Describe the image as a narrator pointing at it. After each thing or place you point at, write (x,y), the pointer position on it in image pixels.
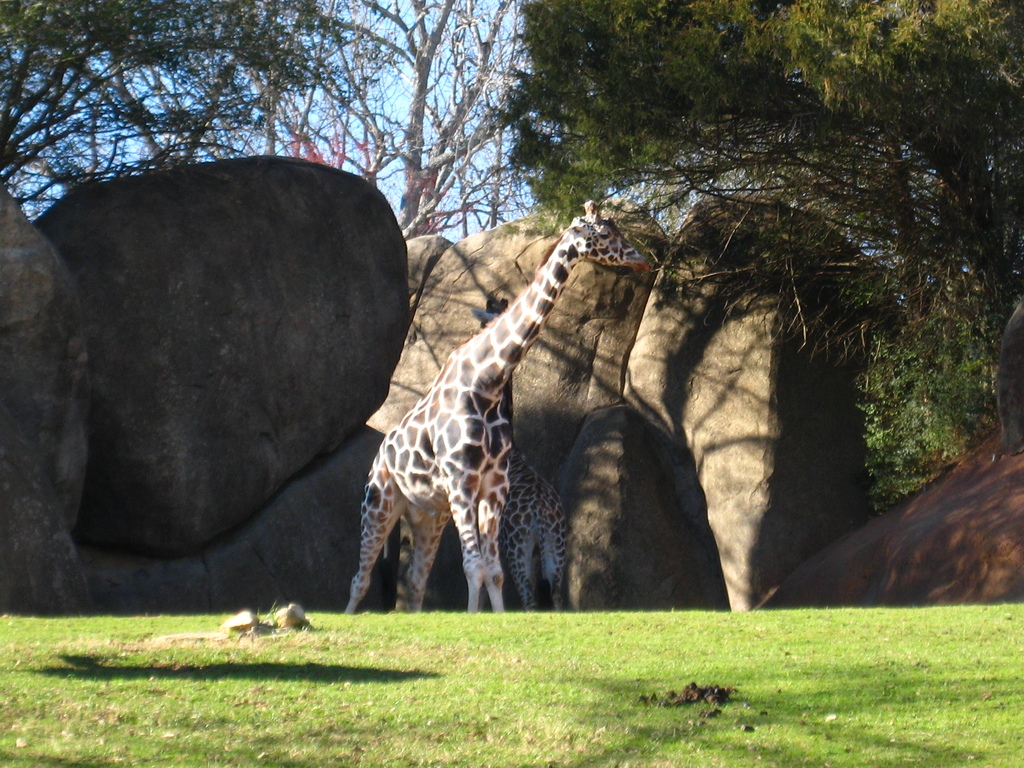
In this image I can see few giraffe (475,432). They are in brown, cream, black color. I can see few rocks (241,295), trees (641,212). The sky (443,91) is in blue color.
